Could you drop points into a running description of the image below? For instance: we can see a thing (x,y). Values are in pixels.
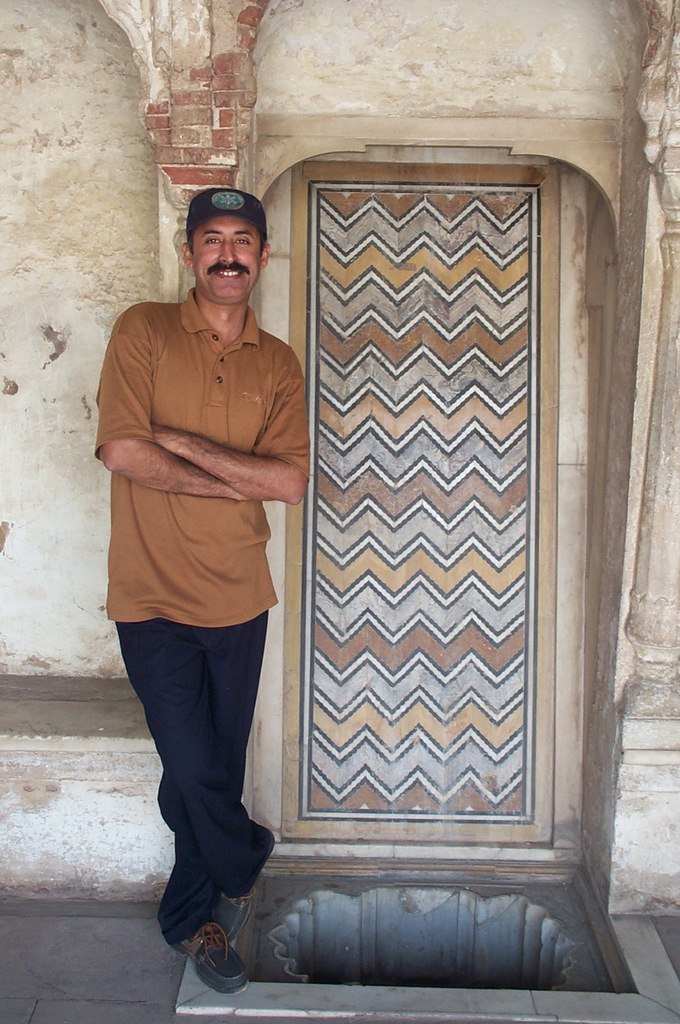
In this picture, I can see a old building (143,185) and a door (305,628) and a person (205,570) standing folding his hands (205,455).
